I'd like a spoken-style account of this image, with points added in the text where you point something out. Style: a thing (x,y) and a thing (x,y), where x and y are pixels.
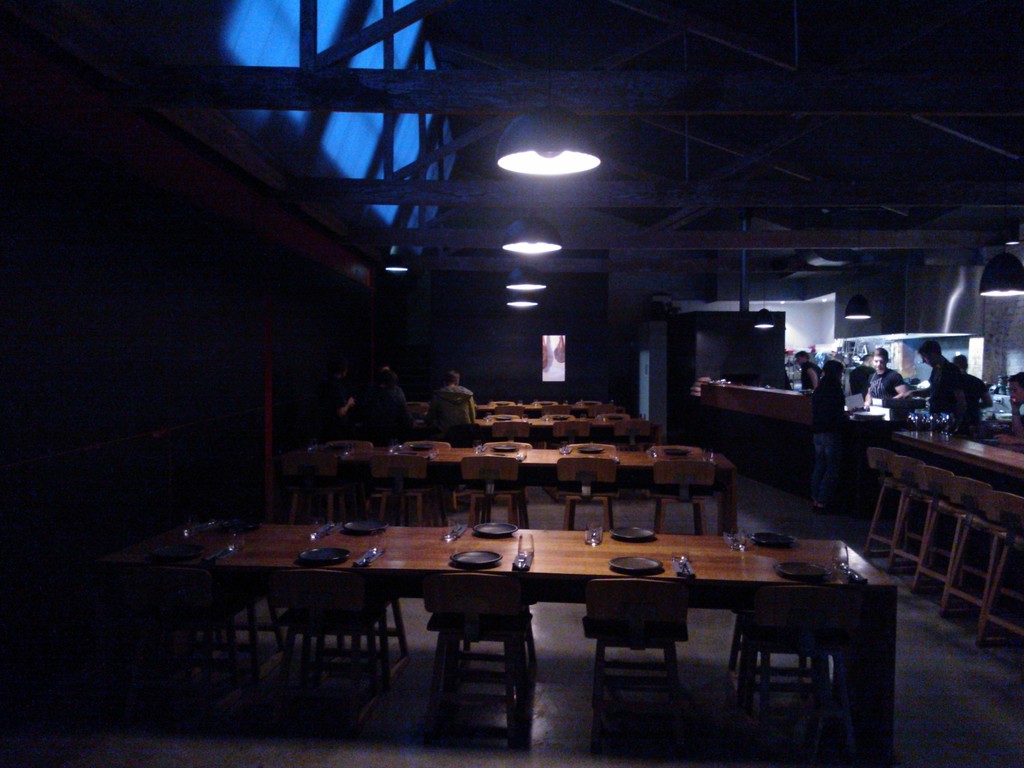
In this image there are chairs (491,581) and tables (653,558) on the floor (836,535). Few people (392,420) are sitting on the chairs (622,654). Few people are standing on the floor (932,713). On the tables (488,569) there are plates (489,553), glasses (689,563) and few objects (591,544). Few lights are hanging from the roof (450,180). Background (291,290) there is a wall (689,289).
